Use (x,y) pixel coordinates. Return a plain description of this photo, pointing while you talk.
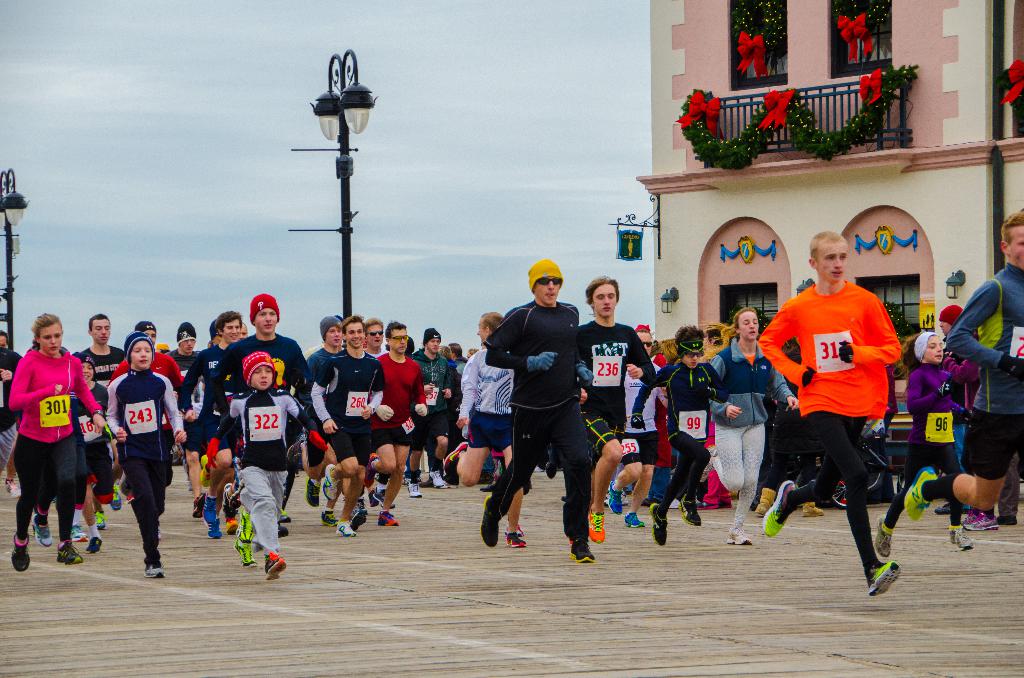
This image is taken outdoors. At the bottom of the image (494,613) there is a road (501,609). At the top of the image (193,175) there is the sky (175,148) with clouds (491,148). In the background (342,135) there are two poles (343,125) with street lights (365,104). On the right side of the image (794,149) there is a building (911,244) with walls (944,78), windows (781,65), a balcony (819,108), railing (813,113) and doors (893,308). There are a few decorative items (808,127) on the railing (807,113) and windows (839,44). In the middle of the image (364,402) many people (404,440) are running on the road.
